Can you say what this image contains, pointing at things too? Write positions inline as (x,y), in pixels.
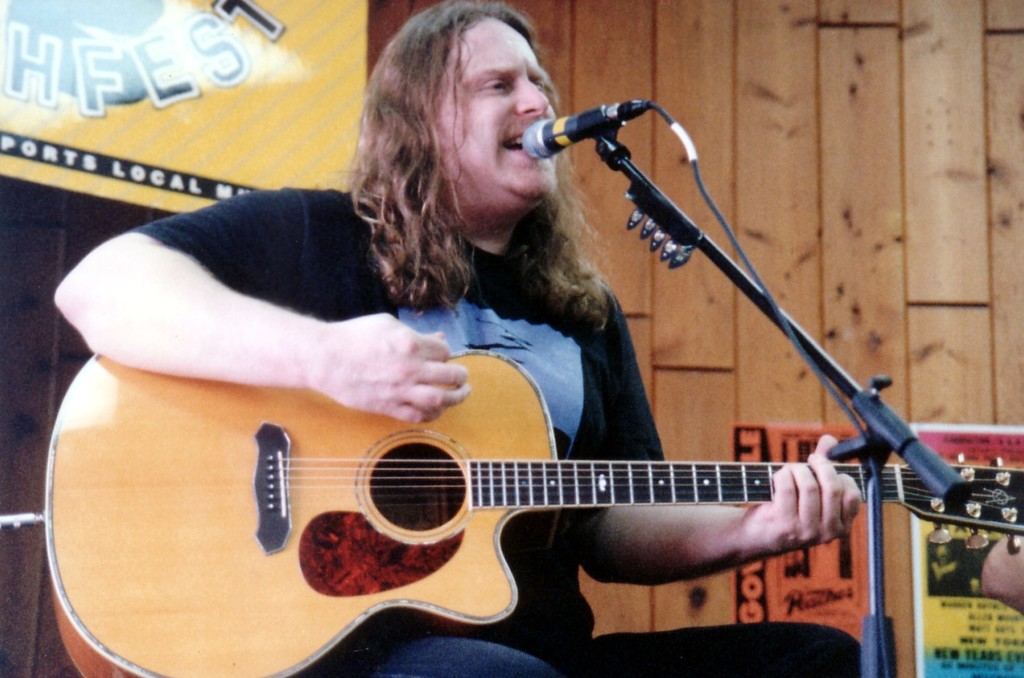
In this image, there is a person (477,168) sitting and playing a guitar (409,428). There is a mic (603,133) in front of this person (483,127). There is a wall (657,81) behind this person (394,181).
